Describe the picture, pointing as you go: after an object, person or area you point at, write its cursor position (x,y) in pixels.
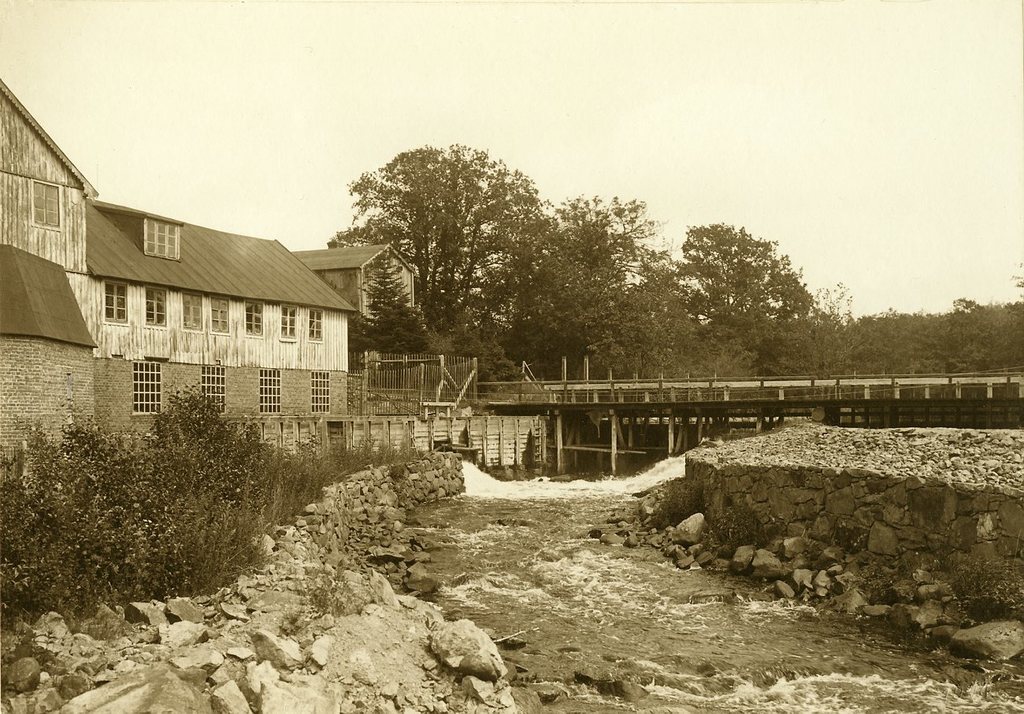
In this picture in the front (256,595) there are stones (261,629). In the center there is water (543,554), there are plants (211,499). In the background (149,327) there are houses (253,317), there is a bridge (597,406), there is a fence (406,387) and there are trees (726,307) and at the top (461,111) there is sky (740,123).
